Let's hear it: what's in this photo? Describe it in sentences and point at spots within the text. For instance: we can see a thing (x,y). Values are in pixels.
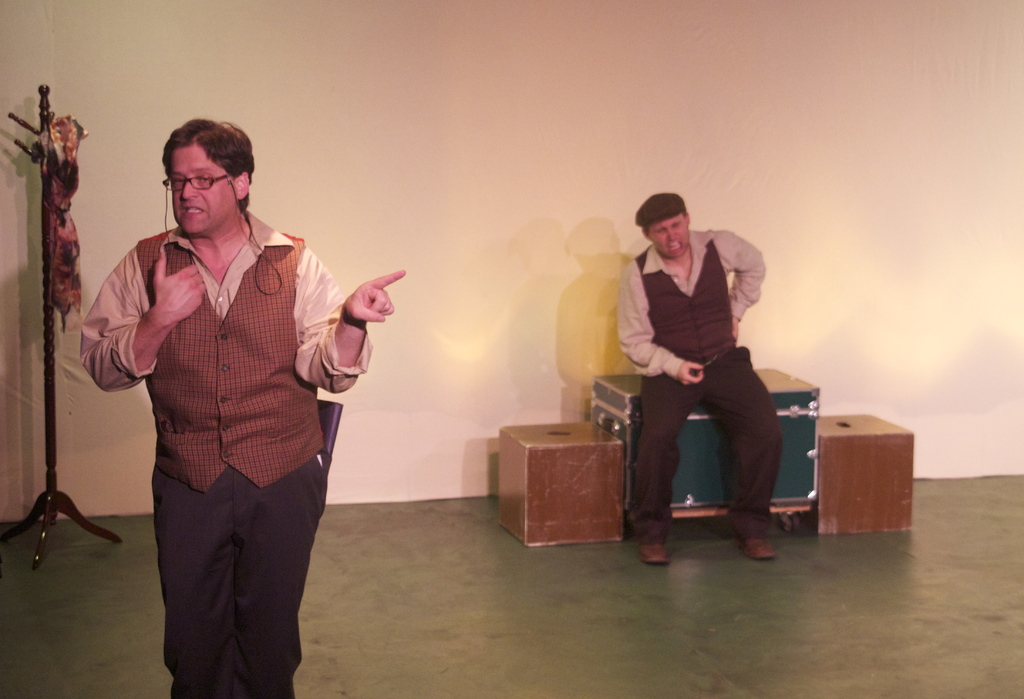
As we can see in the image there is a white color wall (454,188), stand (17,121), cloth (62,252), boxes (597,430) and two persons (260,279). The man (266,227) standing on the left side (232,423) is wearing red color jacket (215,383).
